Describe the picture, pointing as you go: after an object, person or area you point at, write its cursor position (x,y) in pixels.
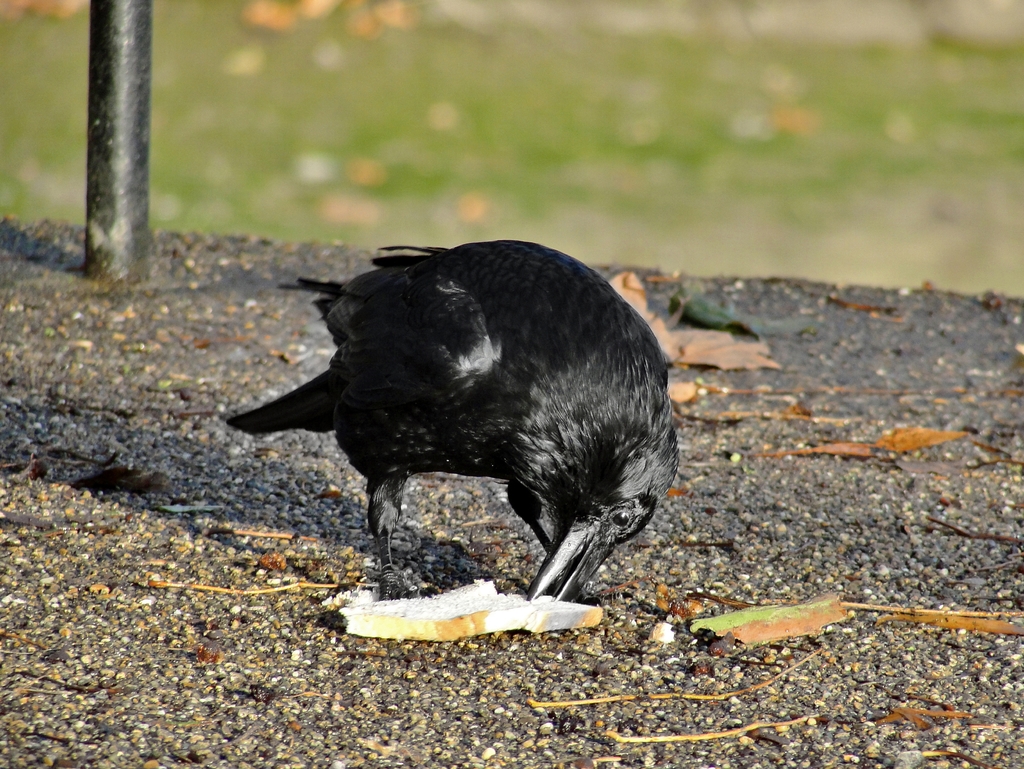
In this image we can see a bird (354,353) and pole (114,119). Background (460,130) it is blur.
